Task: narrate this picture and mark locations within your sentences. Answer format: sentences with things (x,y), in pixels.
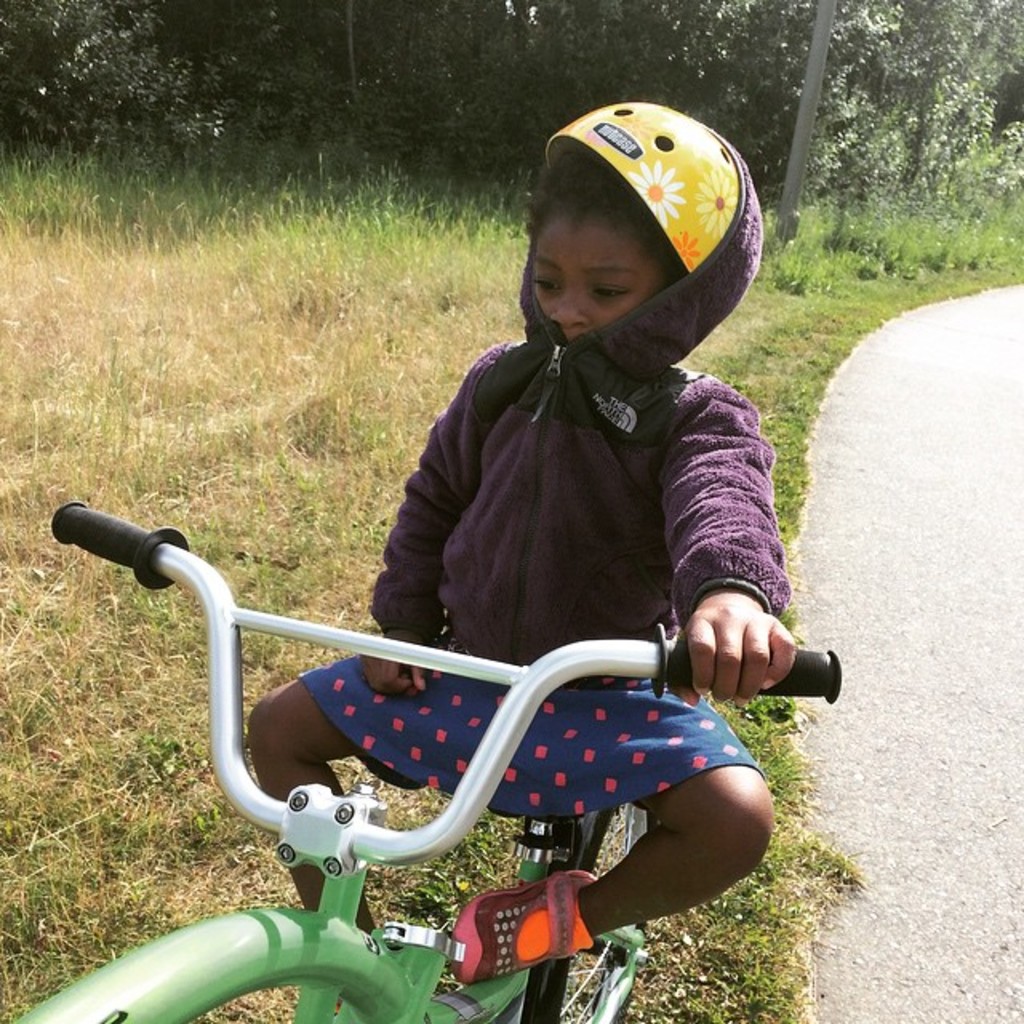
This image is clicked outside. There is a cycle (567,832) in the middle (596,659) on which a child (532,583) is sitting. The child (414,635) is wearing helmet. There is grass (244,450) in the bottom (210,732) and there are trees (829,132) on the top (997,122). There is Road (953,714) on the right side (877,428).
